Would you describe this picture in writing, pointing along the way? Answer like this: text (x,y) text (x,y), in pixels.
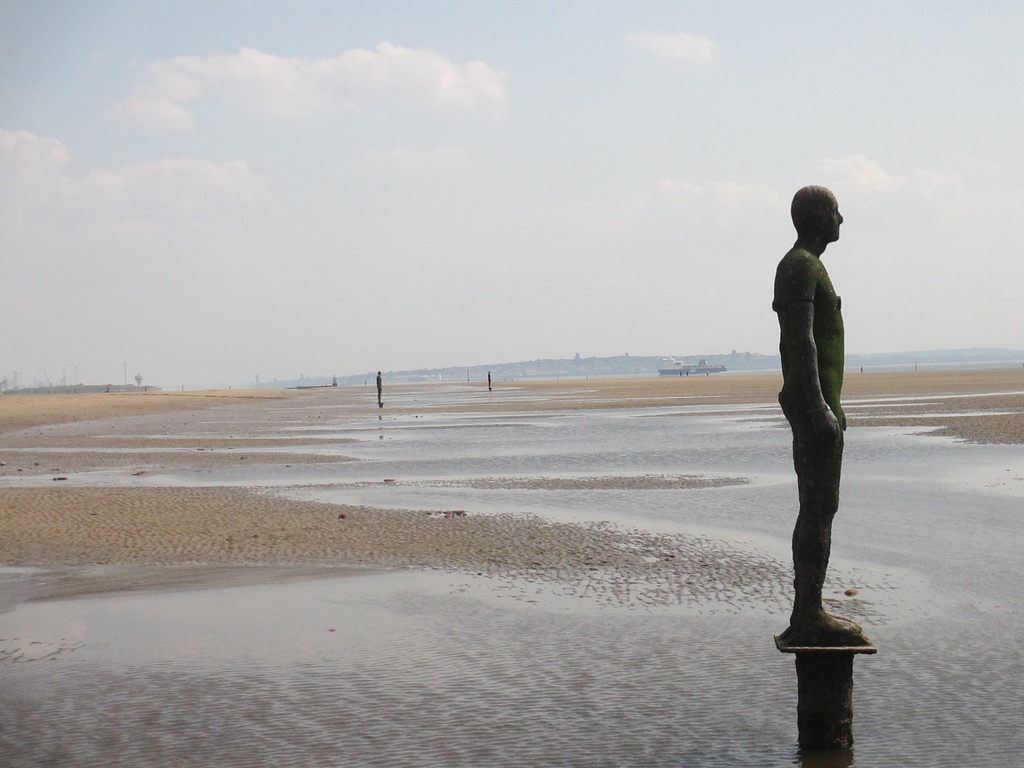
The picture is taken in a beach (457,527). In the foreground (359,490) there are sand (213,501), water (744,504) and a statue (827,353). In the background (377,404) there are statues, sand (290,398), people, ship (688,371) and hill (598,361). Sky (406,312) is cloudy.
